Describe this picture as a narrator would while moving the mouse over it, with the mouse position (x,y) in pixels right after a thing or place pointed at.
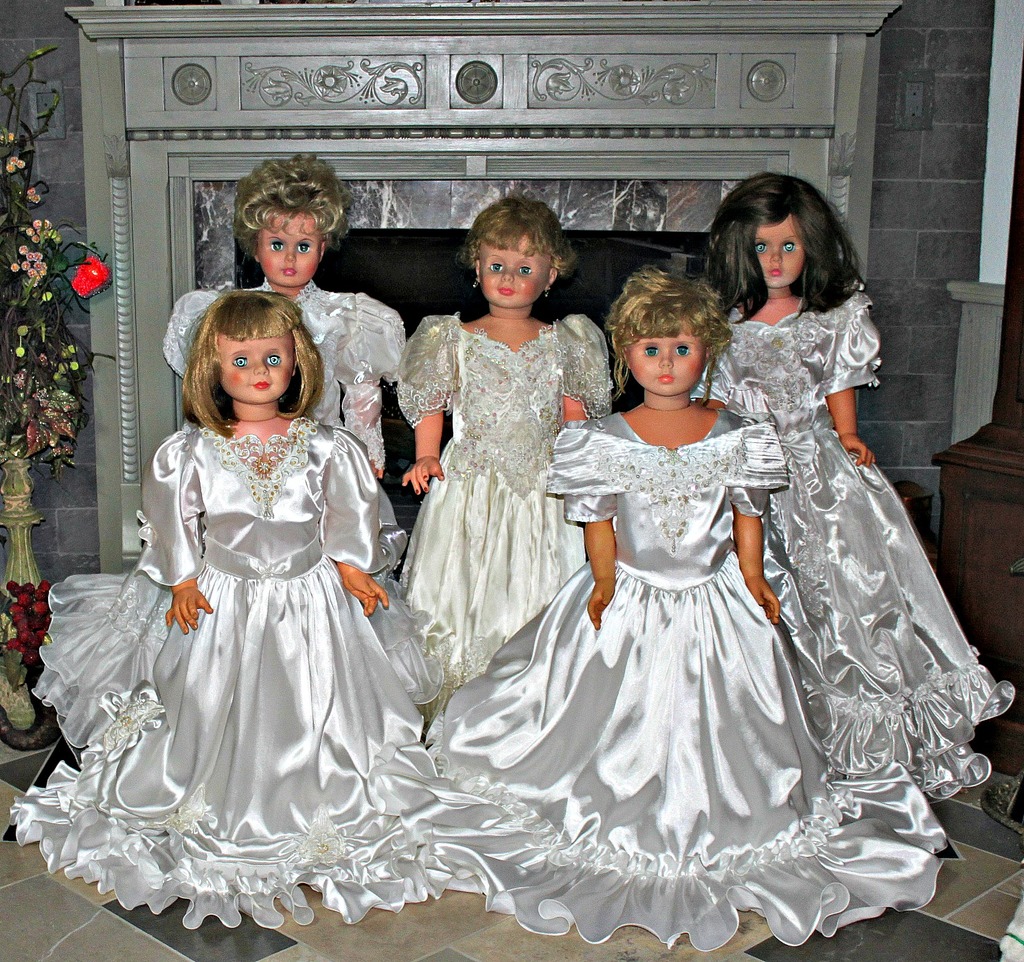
In this picture I can see group of dolls (385,546). These dolls (385,546) are wearing white color dresses (482,566). In the background (402,311) I can see a fireplace (460,222). On the left side (72,412) I can see flower pot (27,461). On the right side (952,582) I can see a wooden object (960,465) on the floor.
